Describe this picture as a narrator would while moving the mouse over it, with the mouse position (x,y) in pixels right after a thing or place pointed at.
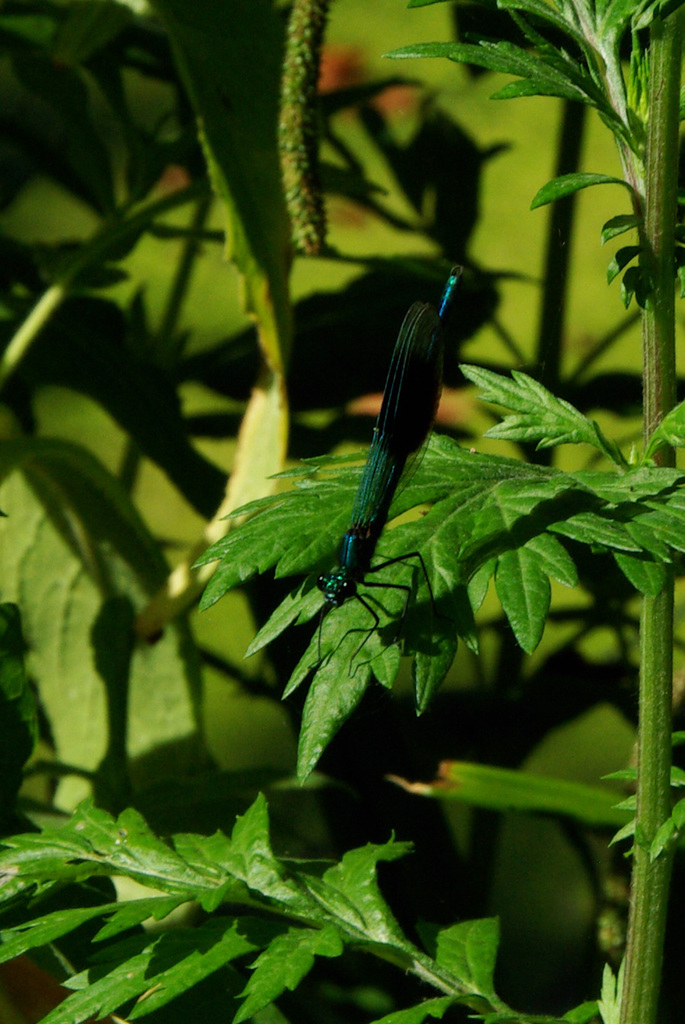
This is the picture of a damselfly (348,584) which is on the leaf (382,540) to the plant (319,600) and behind there are some other plants (228,35).
